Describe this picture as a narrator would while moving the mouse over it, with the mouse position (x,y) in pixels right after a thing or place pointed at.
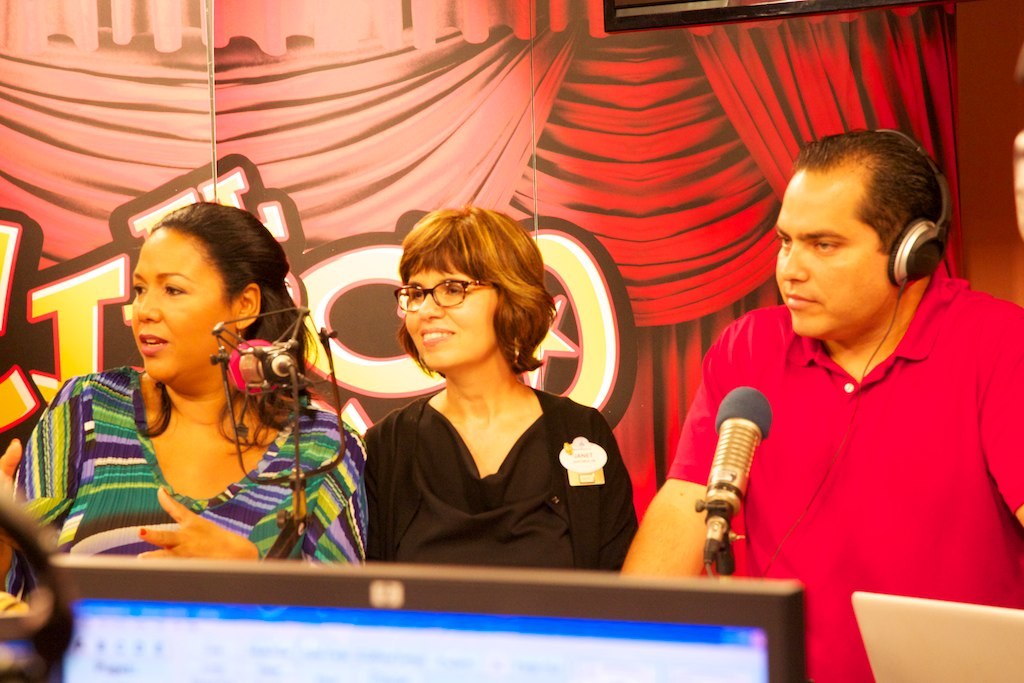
In this picture we can see two women (74,501) smiling and a man (761,368) wore headset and in front of them we can see mics (768,417), laptops (917,612) and at the back of them we can see curtains (470,143).
